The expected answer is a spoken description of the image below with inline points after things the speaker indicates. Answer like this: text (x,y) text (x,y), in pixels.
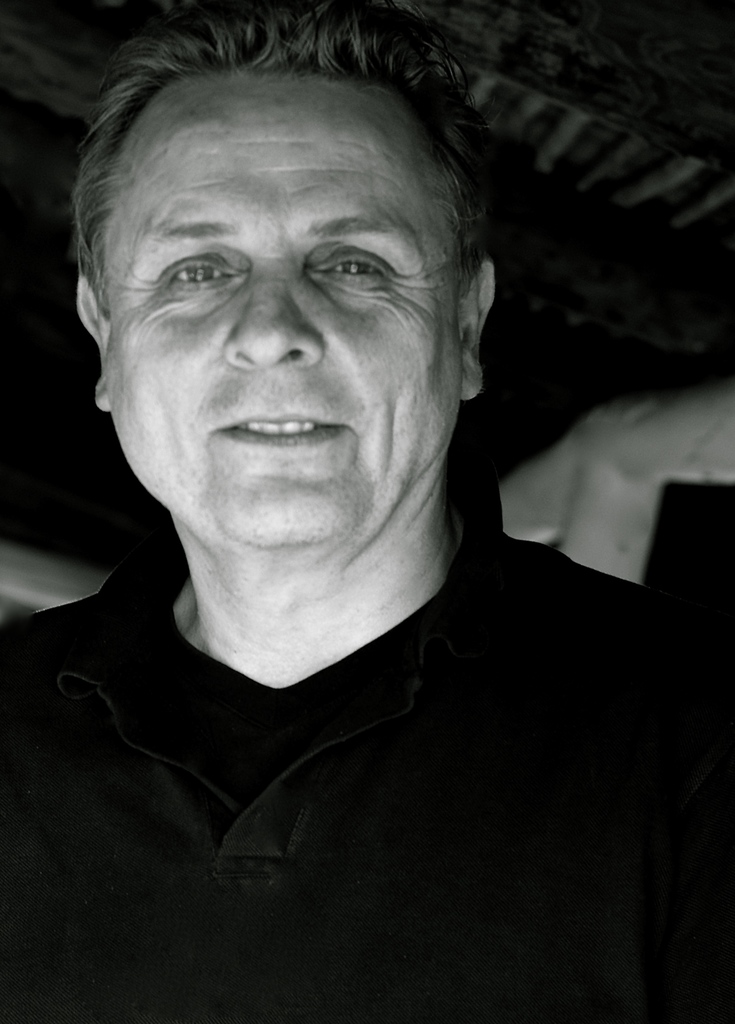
It is a black and white image, there is a man (209,549), he is smiling and posing for the photo and the background of the man (276,633) is blur.
